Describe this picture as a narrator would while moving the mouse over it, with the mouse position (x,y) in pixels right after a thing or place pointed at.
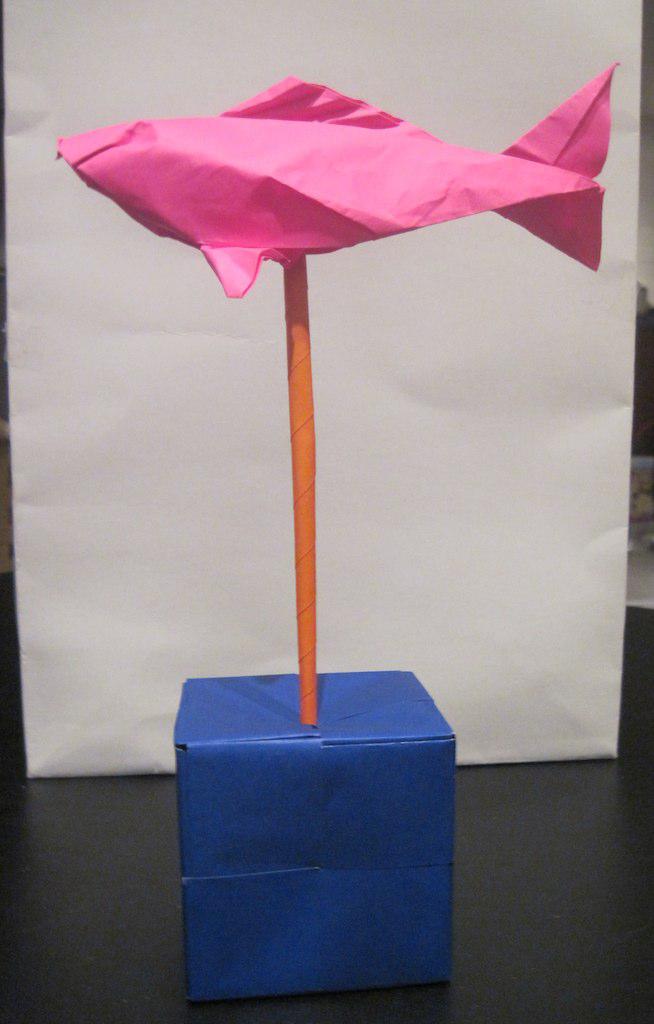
In this image we can see fish (312,235) made with a paper (306,237) is on a pole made with paper (314,721) is in a box (372,708) on a platform (524,951). In the background (153,364) there is a whiteboard (153,364) on a platform (74,916).
